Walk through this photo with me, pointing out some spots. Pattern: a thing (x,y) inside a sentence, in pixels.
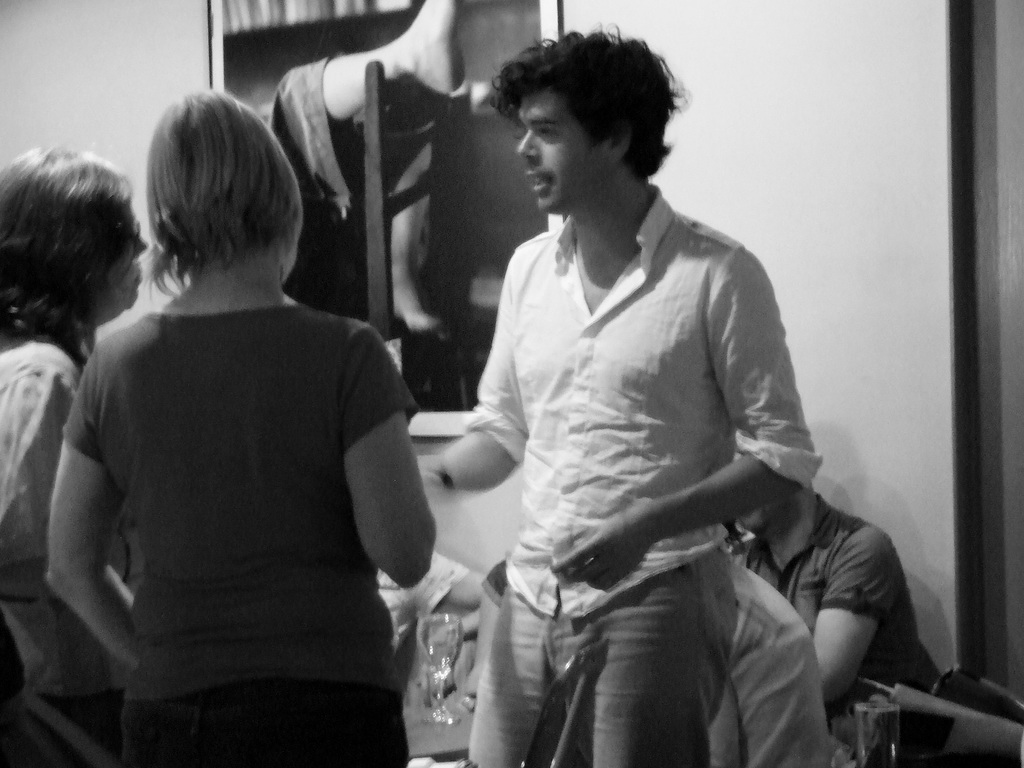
In this picture I can observe group of people (725,534). There are men (594,352) and women (74,251) in this picture. In the background (340,35) I can observe photo frame (401,75) on the wall (108,45).
